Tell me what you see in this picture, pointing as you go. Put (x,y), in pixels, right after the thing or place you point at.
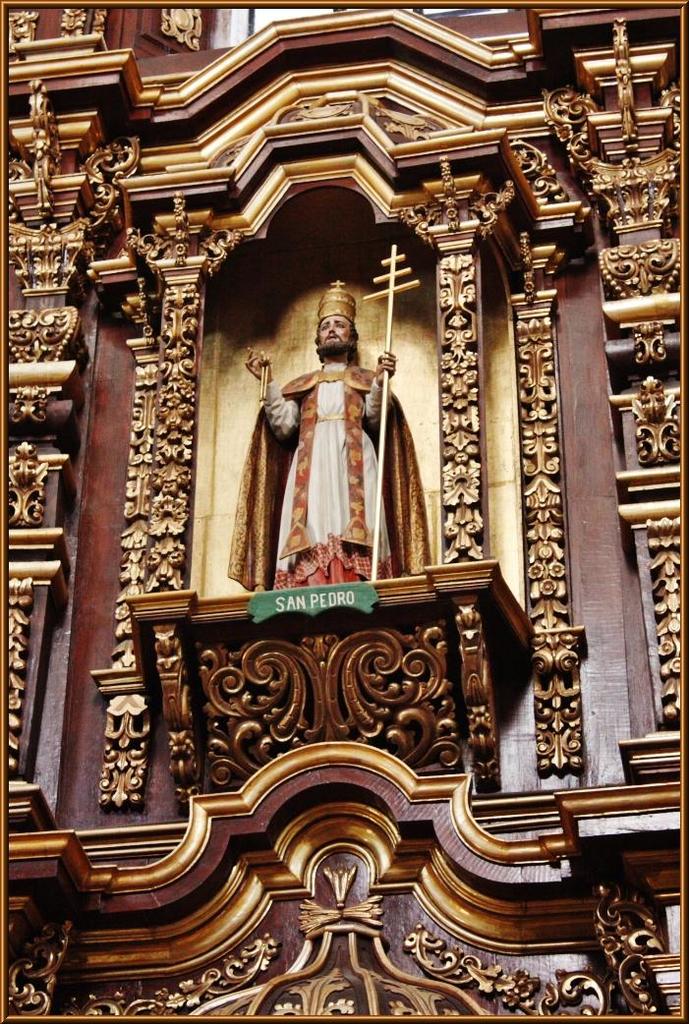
In this picture there is a statue (344,571) and there is a text (296,607) on the wall (312,620) and there is a floral architecture (180,469) on the wall (568,250).
